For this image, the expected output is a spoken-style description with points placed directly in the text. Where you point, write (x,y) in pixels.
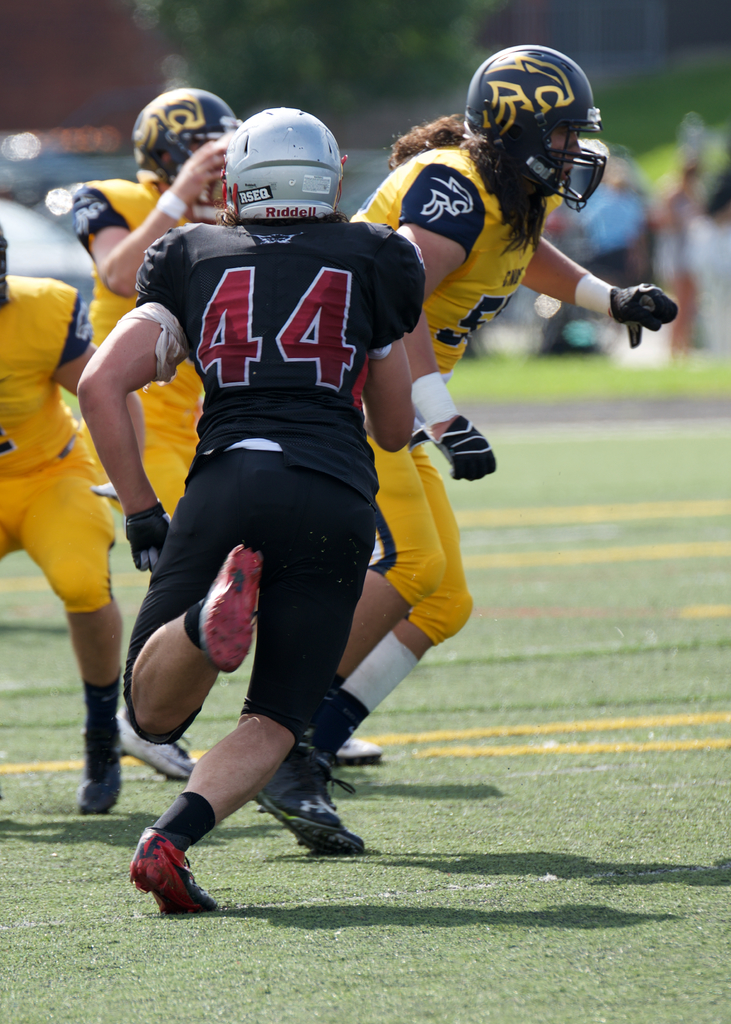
In the front of the image (177,453) I can see people (370,503) and grass (468,783). These people (424,372) wore helmets (315,145). In the background of the image (240,31) it is blurry and we can see a tree (278,36) and people (719,210).
